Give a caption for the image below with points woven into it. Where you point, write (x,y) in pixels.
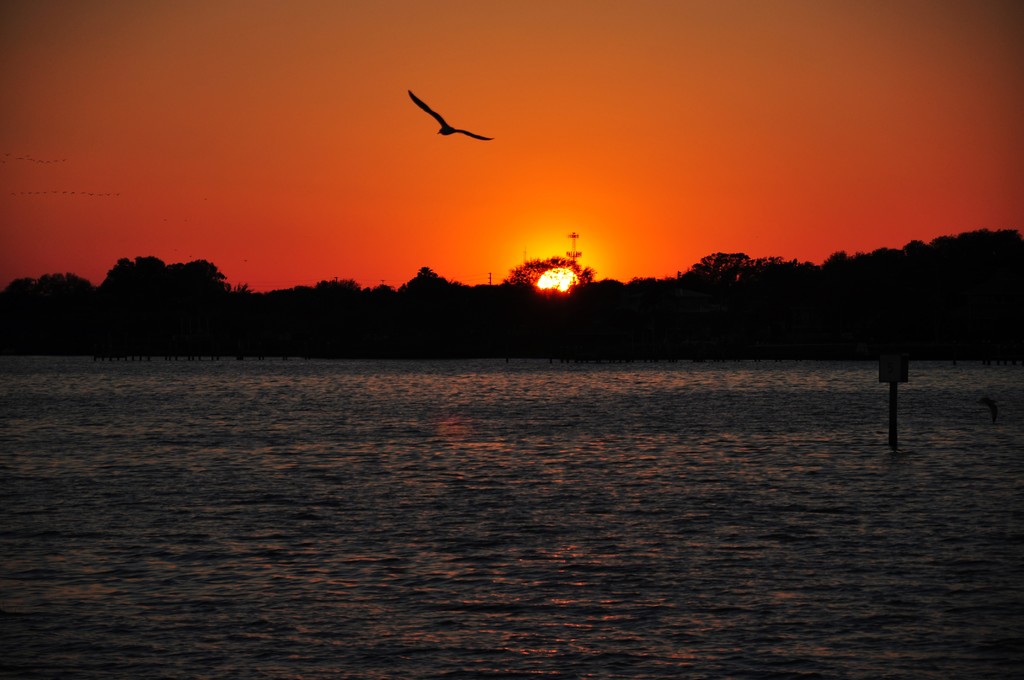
In this picture we can see a bird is flying the air (416,112) and behind the bird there is water (328,394), trees (313,332) and a sky (564,196).
